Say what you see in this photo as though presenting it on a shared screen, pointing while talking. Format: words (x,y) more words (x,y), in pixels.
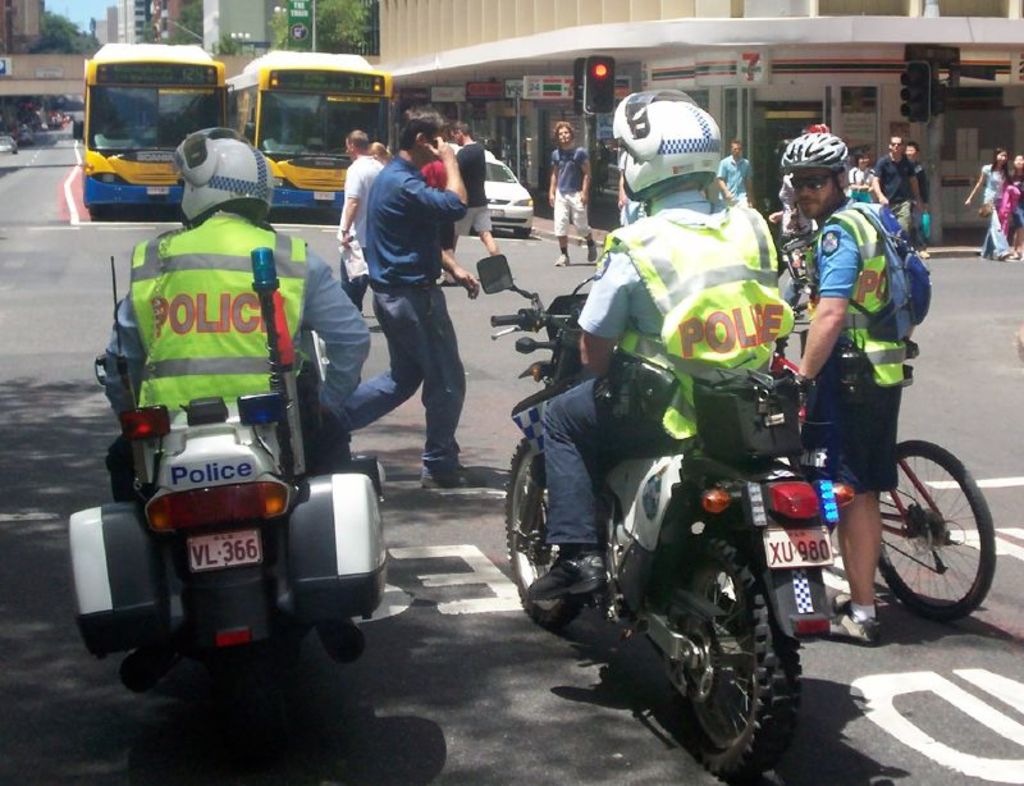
In this picture we can see a group of people (187,313) where some are sitting on bikes (700,483) some are holding bicycle (937,530) and some are walking on road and in background (256,76) we can see two buses (379,76), building (385,39), traffic sign (300,49), road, sky (82,10).
